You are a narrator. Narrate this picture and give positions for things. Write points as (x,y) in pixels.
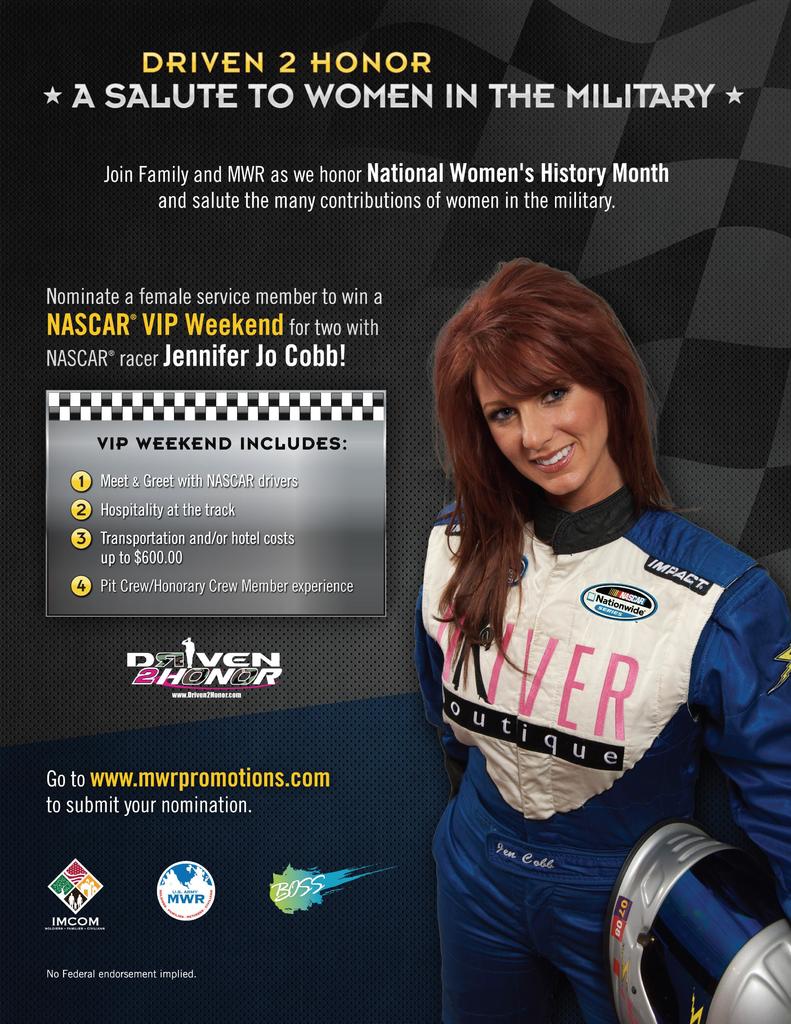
This image looks like an edited photo, in which I can see a woman (502,736) is holding an object (648,925) in hand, text (243,170) and logos (233,682).
